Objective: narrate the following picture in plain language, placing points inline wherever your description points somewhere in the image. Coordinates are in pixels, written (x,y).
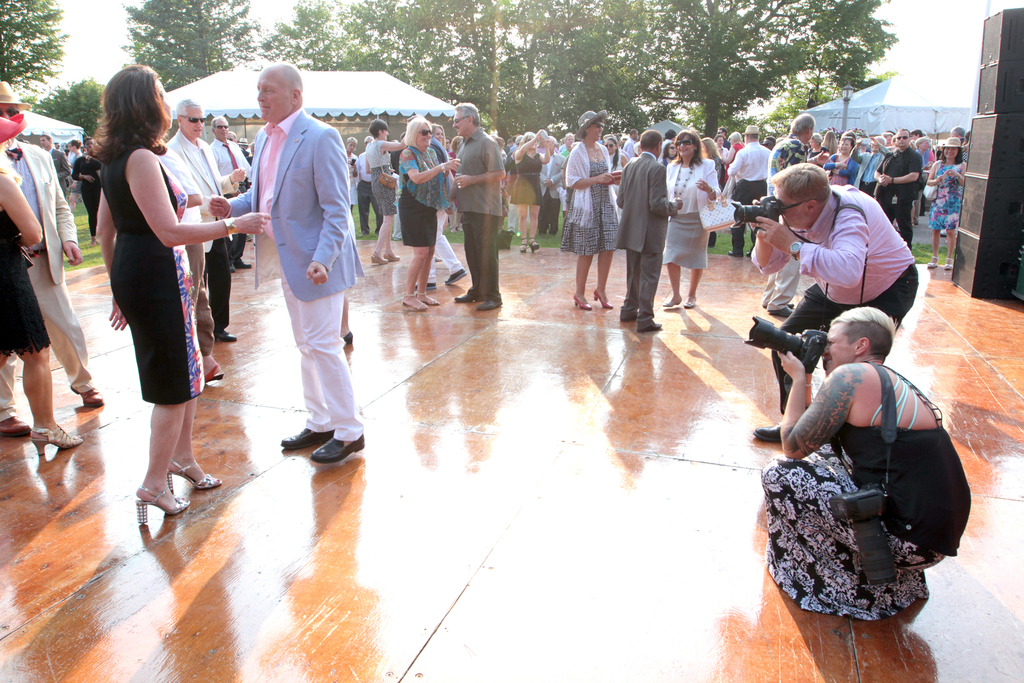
In this image we can see a group of persons (363,207). Behind the persons (458,209) we can see a group of trees (443,81) and tents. At the top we can see the sky (287,21). On the right side (884,330), we can see speakers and two persons (915,398) taking photos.
